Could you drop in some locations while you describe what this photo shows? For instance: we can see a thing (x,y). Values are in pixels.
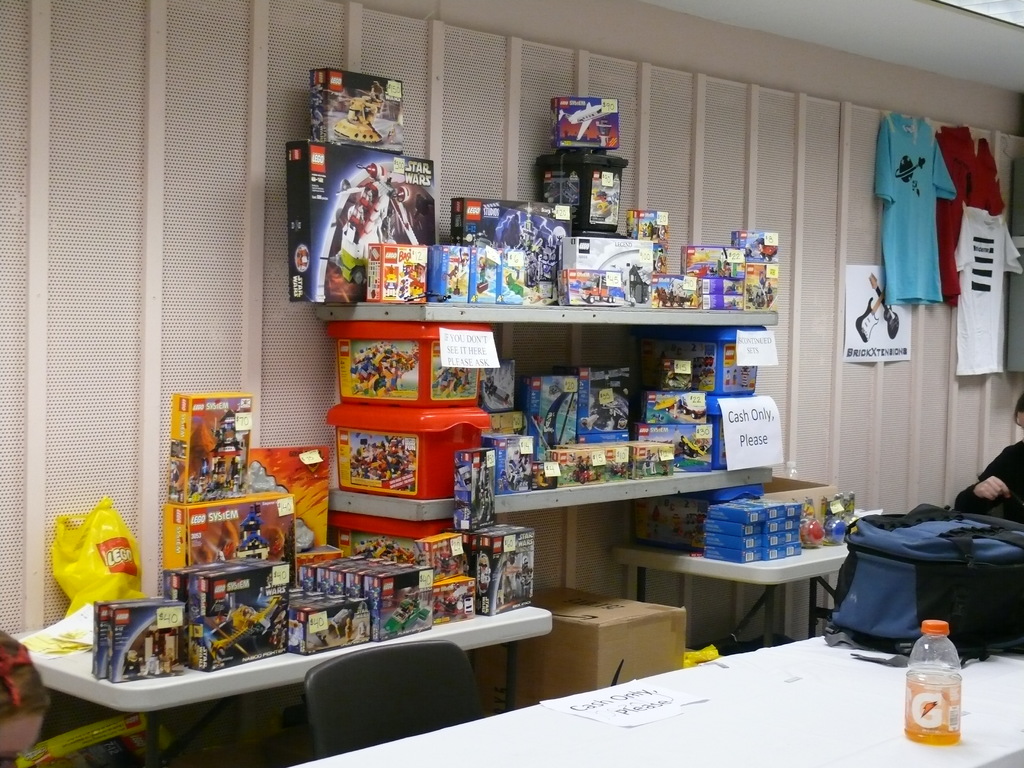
In this picture I can see two persons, there are clothes (943,229), papers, boxes (430,337) of toys (365,368), tables (972,708), there is a cardboard box (798,497), chair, bottle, bag (989,571) and there are some objects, and in the background (110,142) there is a wall (842,385).
